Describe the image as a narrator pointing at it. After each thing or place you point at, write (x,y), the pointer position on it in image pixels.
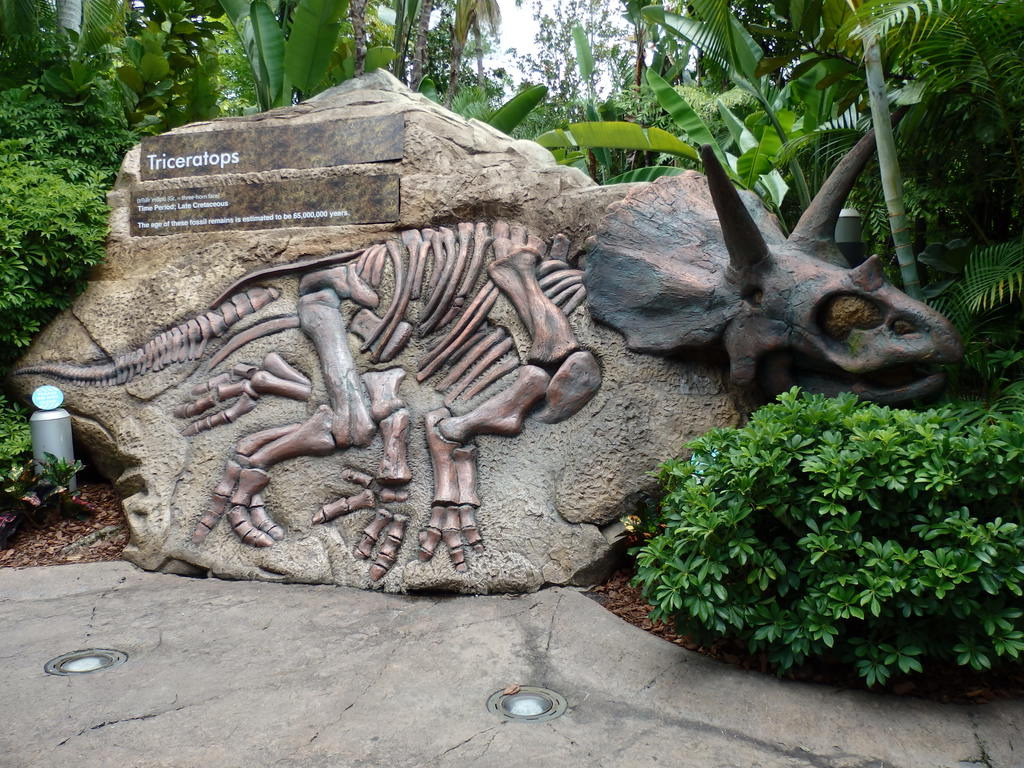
In this image I can see a stone (434,308) and on it I can see a sculpture (617,308). I can also see something is written on the top side of the stone (271,117). I can also see number of trees (39,82), plants (807,485) and on the left side of the image (66,434) I can see a pole (65,425) and a light (47,403) on it. I can also see two round colour things (551,711) in the front (524,696).
